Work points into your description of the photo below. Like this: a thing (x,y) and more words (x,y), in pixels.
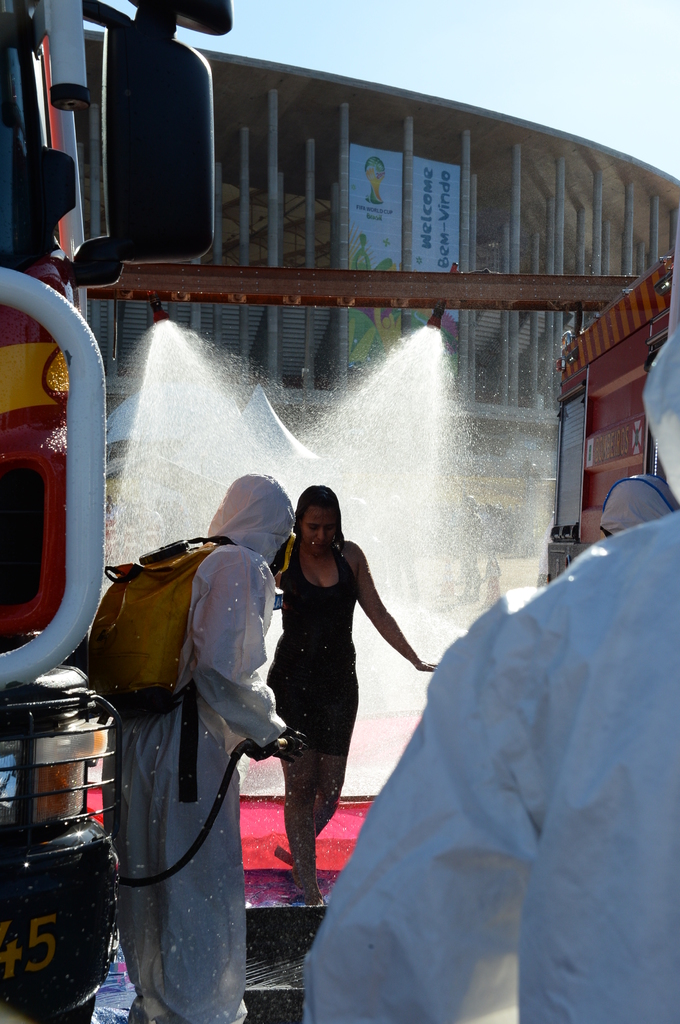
In this picture we can see group of people (453,679), in front of them we can see water (334,460) and a building (344,328), and also we can see few vehicles (18,482).
